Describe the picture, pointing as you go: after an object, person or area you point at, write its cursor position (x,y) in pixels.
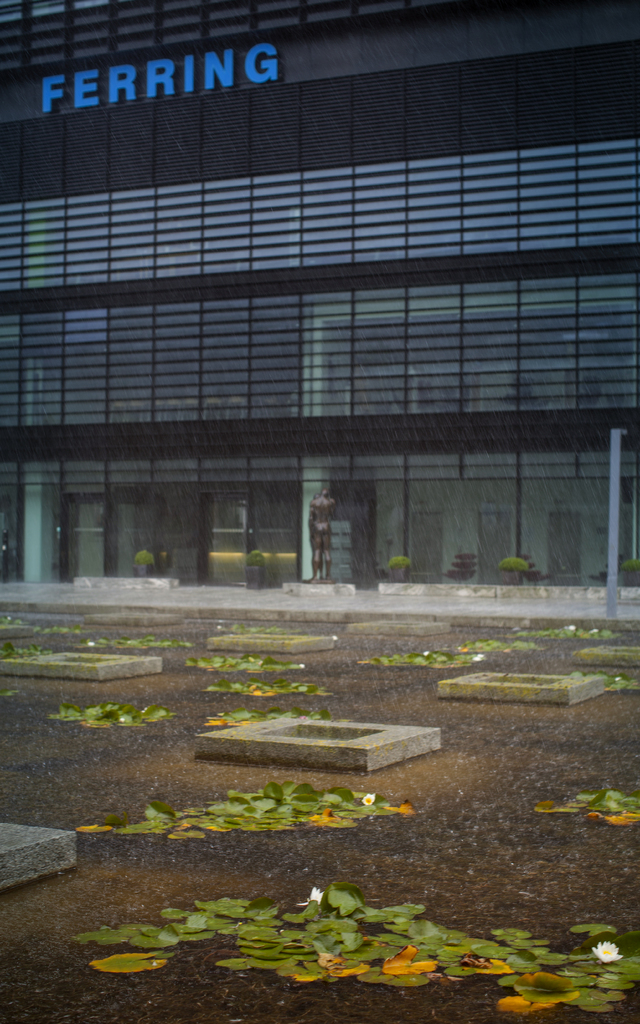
In the picture I can see a building (292,424) which has some name (171,82) in blue color on it. I can also see leaves (417,976) on the water (446,999).
